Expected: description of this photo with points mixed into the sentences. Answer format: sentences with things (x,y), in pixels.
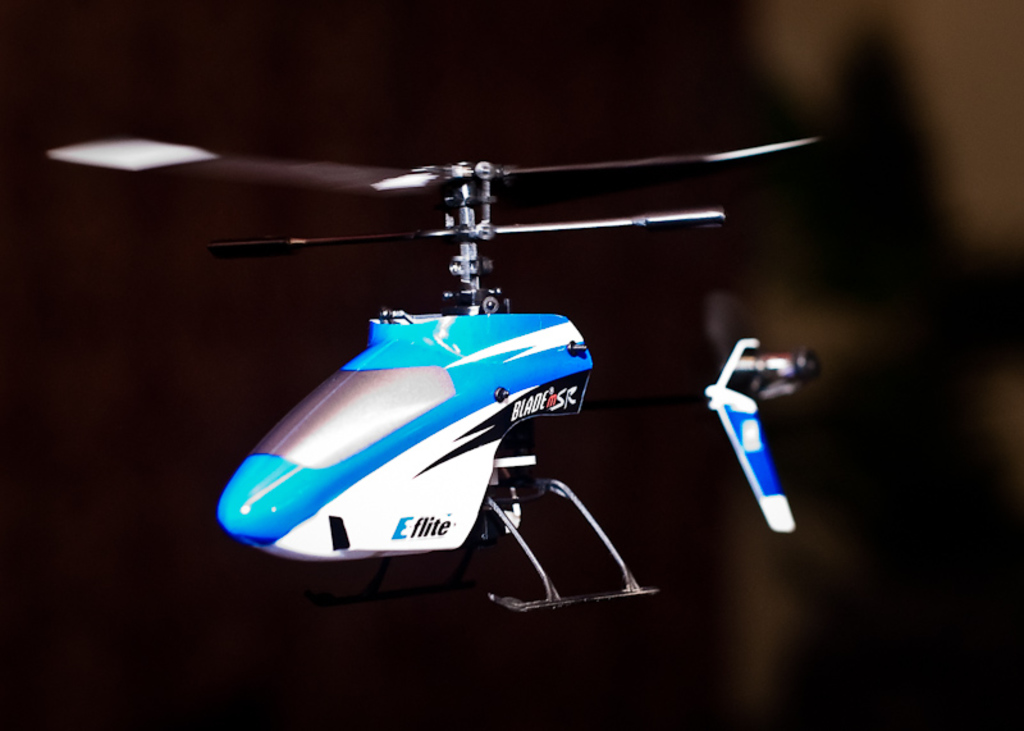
In the image we can see a flying toy helicopter (336,482), white, blue and black in color and the background (347,721) is blurred.
